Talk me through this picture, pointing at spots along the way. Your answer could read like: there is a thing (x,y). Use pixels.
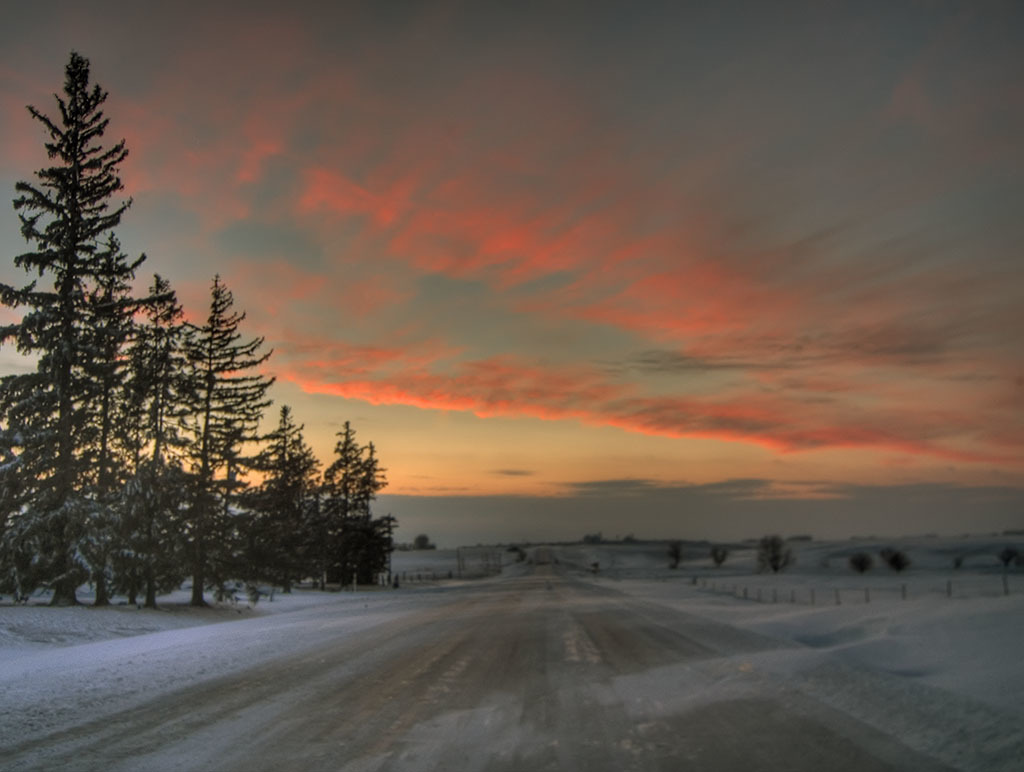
This image consists of a road (488,713). To the left (233,627) and right, there is snow (236,646). To the left (158,543), there are trees (263,383). At the top (424,237), the sky (552,321) is in red color.
